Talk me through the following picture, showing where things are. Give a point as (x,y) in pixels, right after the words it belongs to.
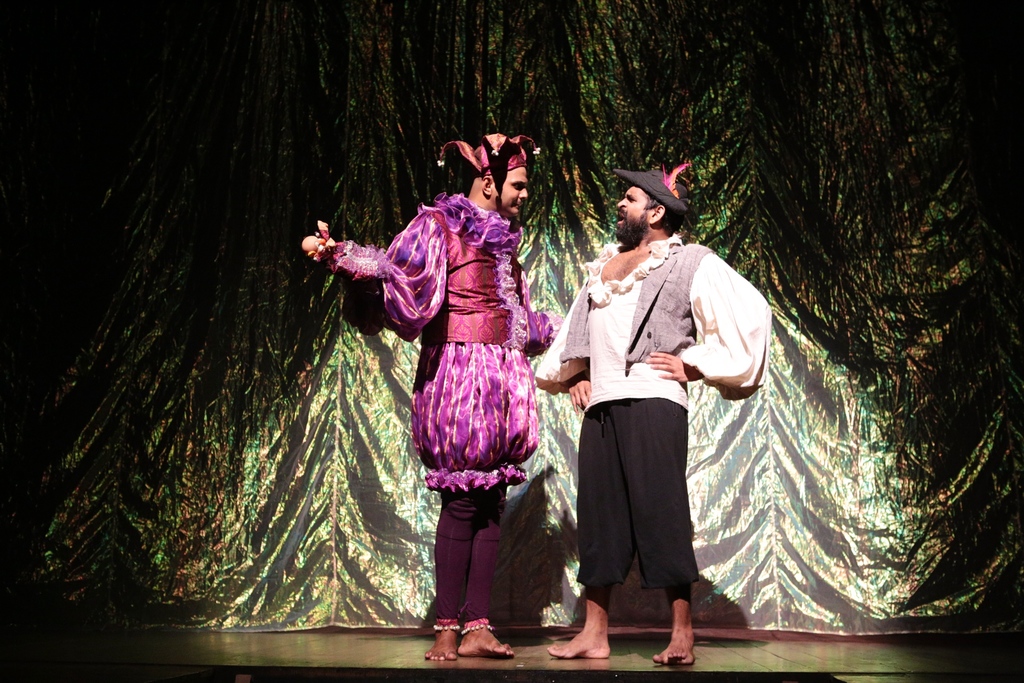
In this image, we can see two persons (706,328) standing, in the background (714,463), we can see a curtain (205,132), we can see the spotlight (727,508) on the person's (334,266).
